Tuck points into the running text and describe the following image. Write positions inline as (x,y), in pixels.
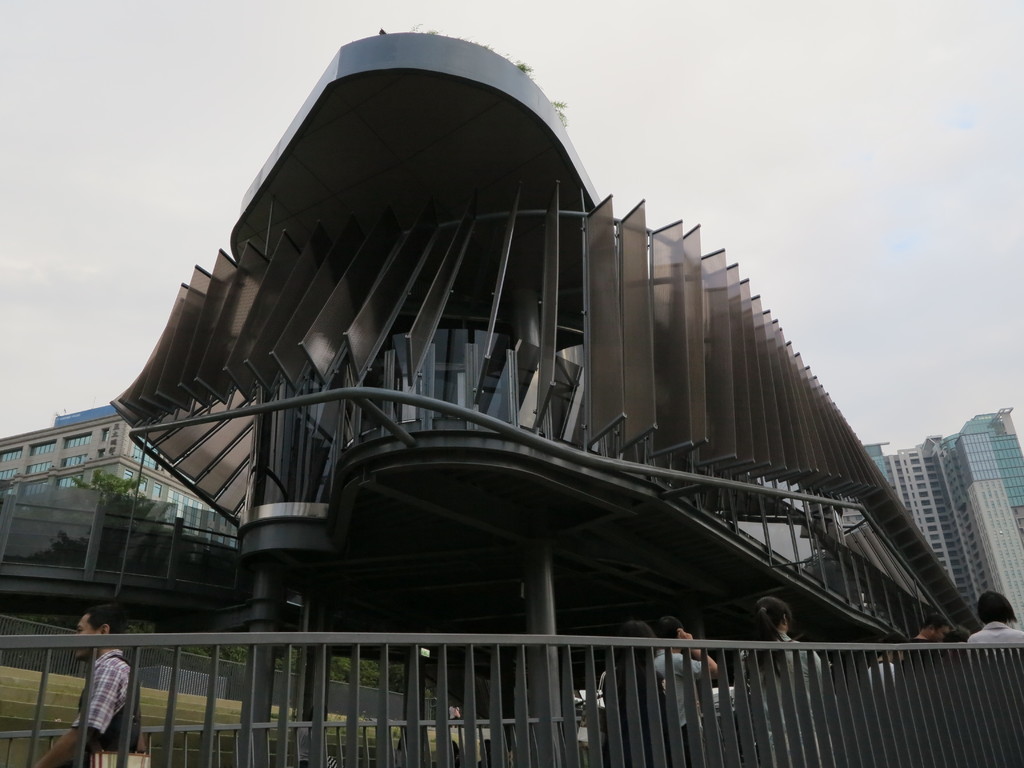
In this image we can see there are buildings (402,496). In front of the building (337,518) there are few people (999,622) walking. At the bottom of the image (210,714) there is a railing (970,676). In the background (895,272) there is a sky (903,238).
